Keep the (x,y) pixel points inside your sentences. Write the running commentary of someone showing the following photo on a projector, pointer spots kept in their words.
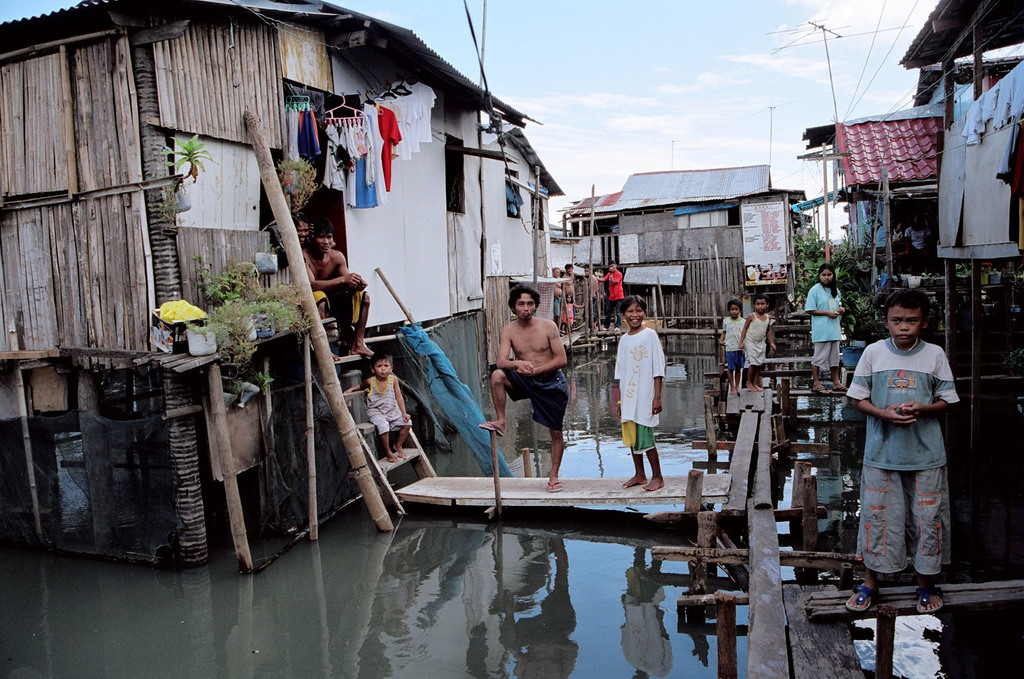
In this image I can see few houses (28,189) and some people (921,307) standing on the wooden bridge (705,491), under that there is some water (644,609).
